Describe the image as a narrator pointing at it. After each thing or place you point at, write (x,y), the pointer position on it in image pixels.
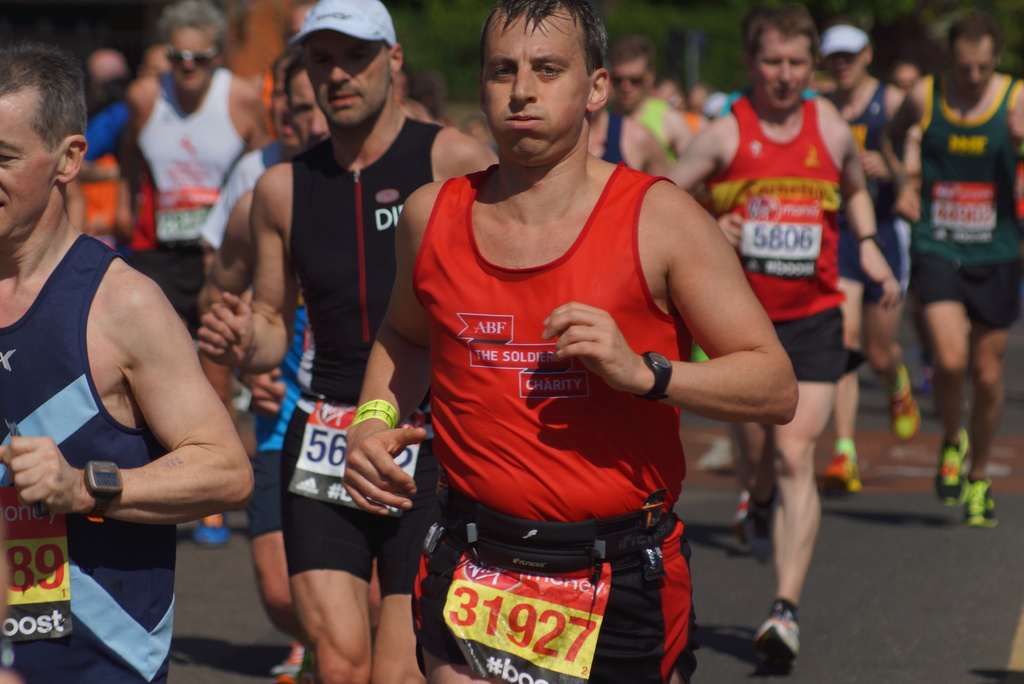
In this picture I can see there are few people (513,484) jogging and they are wearing different colored shirts (455,281), they have a number (503,589) and it looks like there are trees (699,5) in the backdrop (671,32) and the backdrop of the image (722,33) is blurred.
